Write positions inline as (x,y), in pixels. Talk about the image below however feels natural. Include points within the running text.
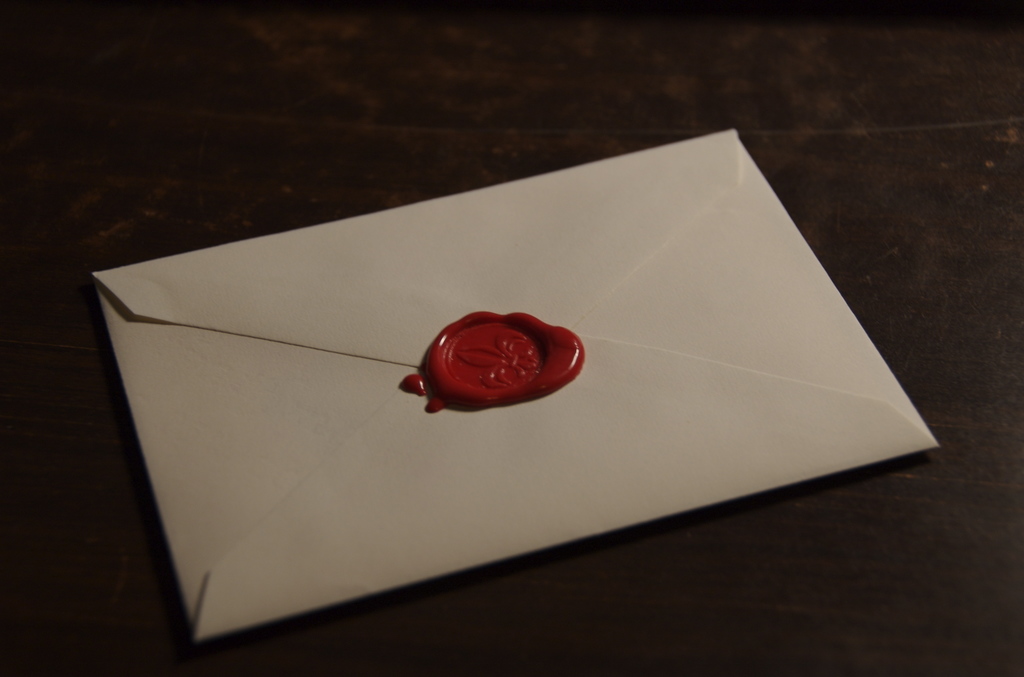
In the foreground of this image (205,405), there is a white envelope (253,360) on which there is red wax (521,335) on it which is placed on the surface (880,592).
